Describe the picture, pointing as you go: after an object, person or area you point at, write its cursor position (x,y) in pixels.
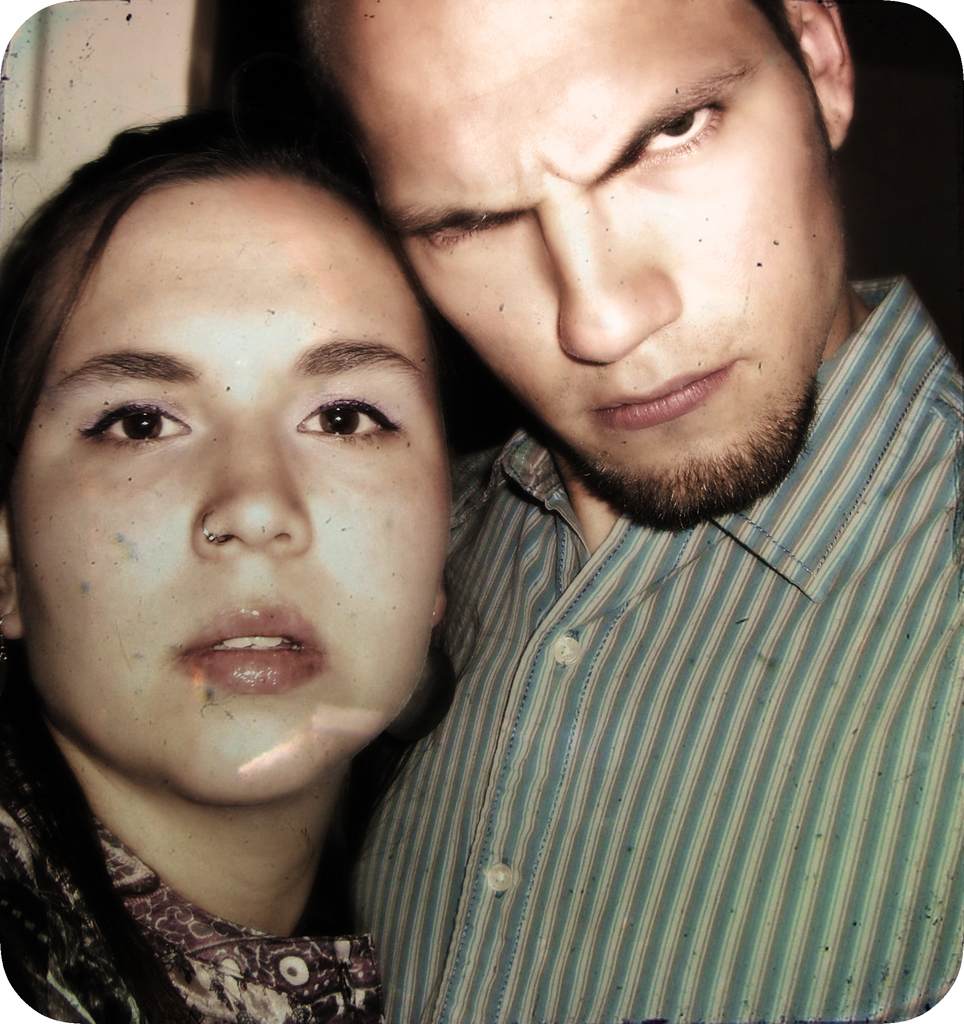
In this image I can see a man (571,456) and a woman (54,354). The man (640,488) is wearing a shirt (756,667).
